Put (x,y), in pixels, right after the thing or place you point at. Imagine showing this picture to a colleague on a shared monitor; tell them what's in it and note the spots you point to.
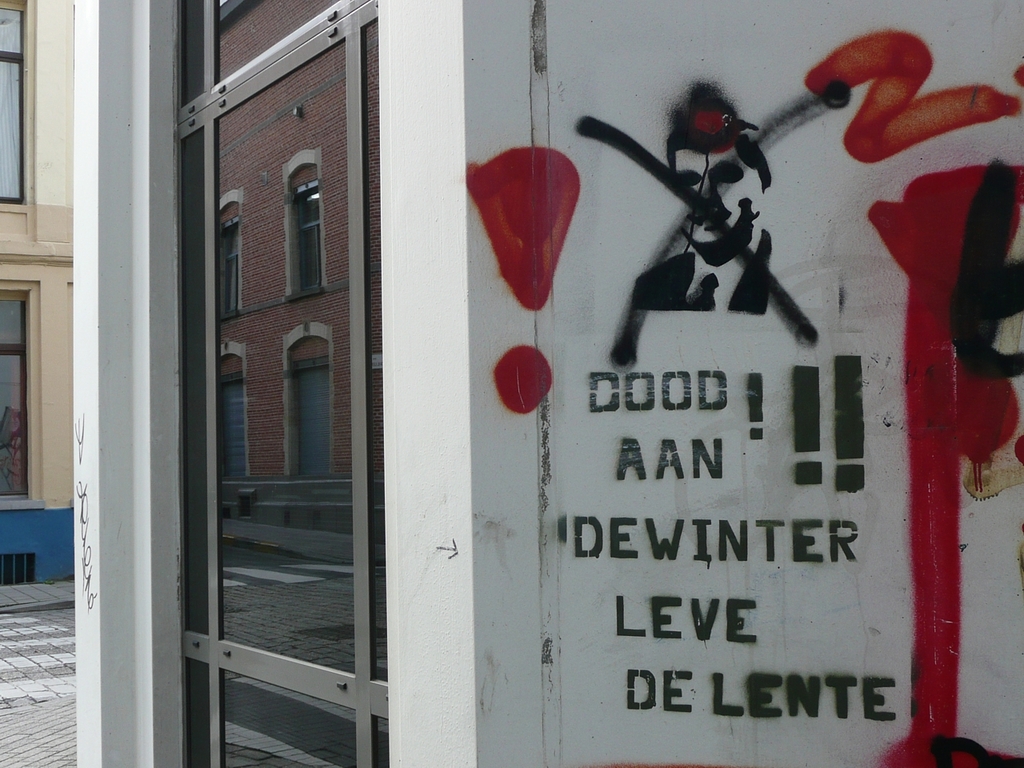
In this image we can see a poster (745,518) on the wall (678,102). And beside a door (376,47) is seen. And surrounding we can see the walls (44,106) of the building (46,88).
